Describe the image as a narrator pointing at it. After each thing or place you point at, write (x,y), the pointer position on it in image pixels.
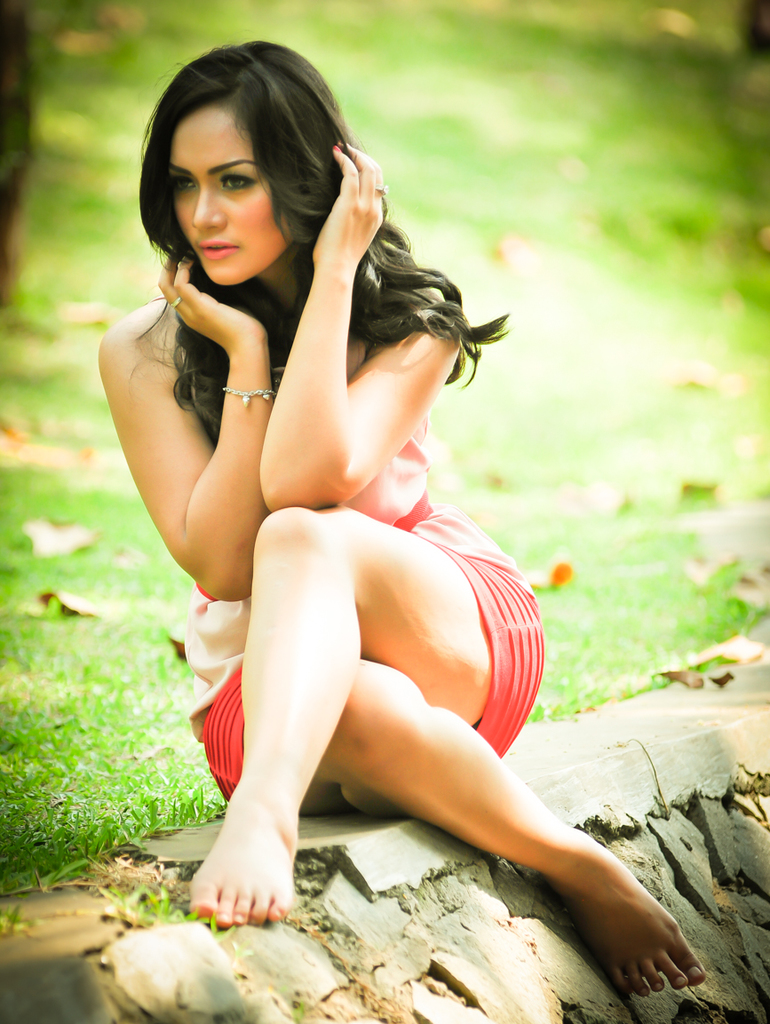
In this picture there is a woman (188,518) sitting on the surface (401,839). In the background of the image (633,319) it is blurry and we can see leaves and grass (122,295).
